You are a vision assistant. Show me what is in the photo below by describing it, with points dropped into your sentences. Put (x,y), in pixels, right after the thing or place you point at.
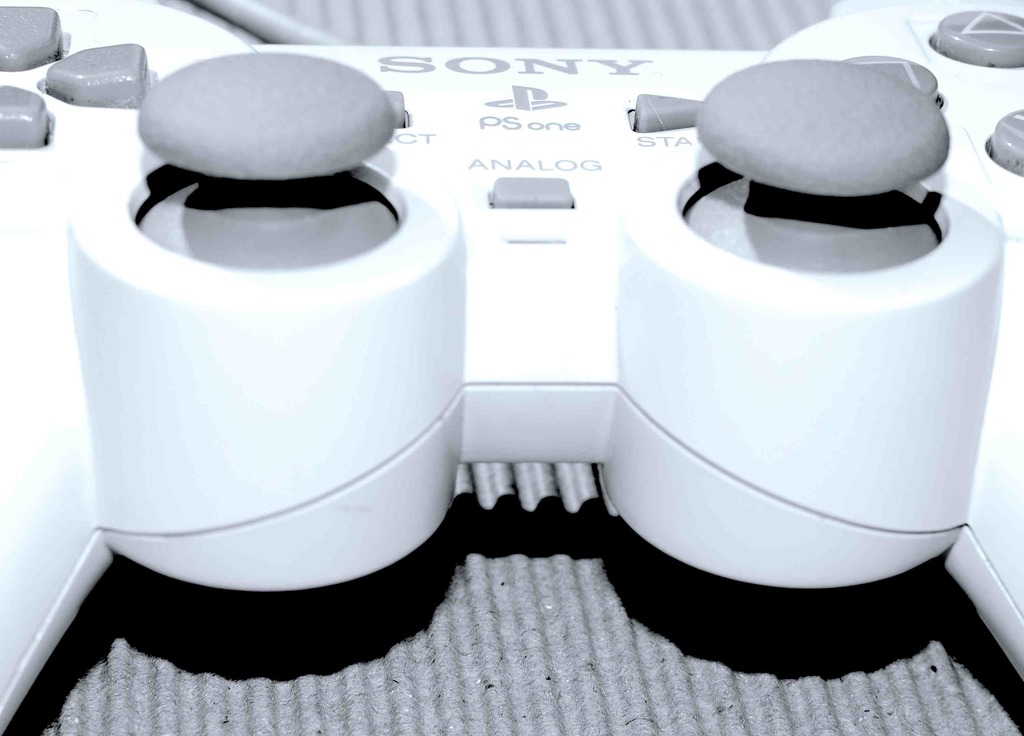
In this image we can see a joystick (686,161). At the bottom of the image (465,684) there is surface (566,686).
